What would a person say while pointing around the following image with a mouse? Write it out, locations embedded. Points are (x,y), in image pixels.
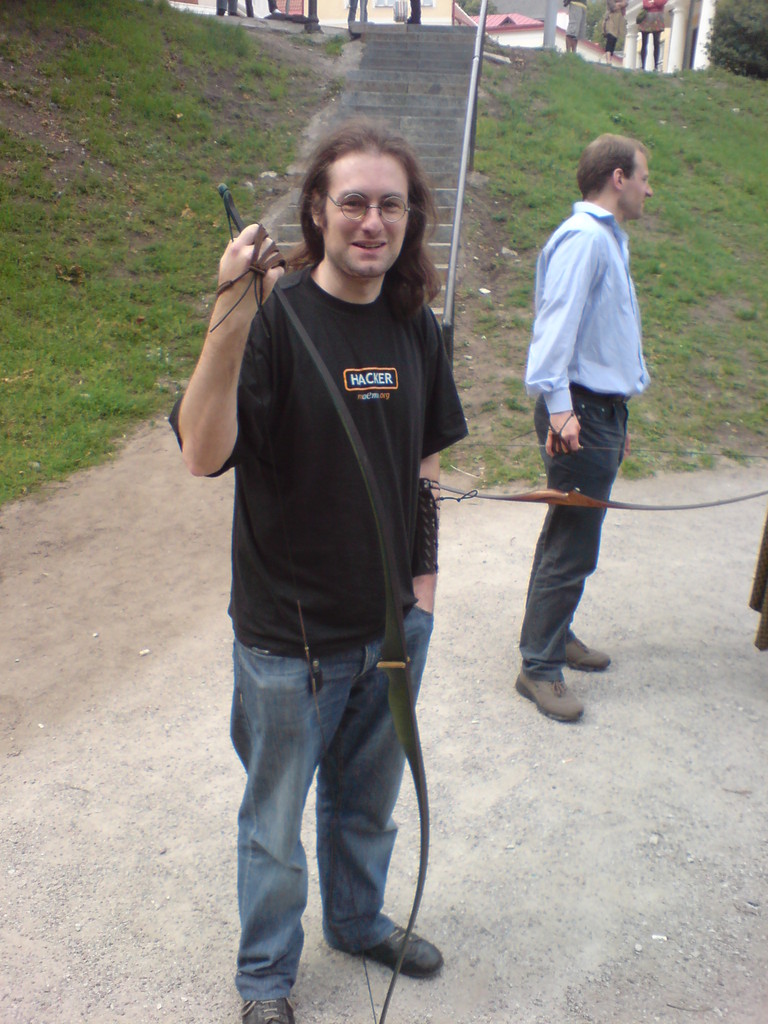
There is a man (278,332) holding an object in the foreground (270,263) and another person (599,328) behind him, there are stairs (442,99), grassland (483,89), houses (636,15) and people (231,11) in the background (465,57).
